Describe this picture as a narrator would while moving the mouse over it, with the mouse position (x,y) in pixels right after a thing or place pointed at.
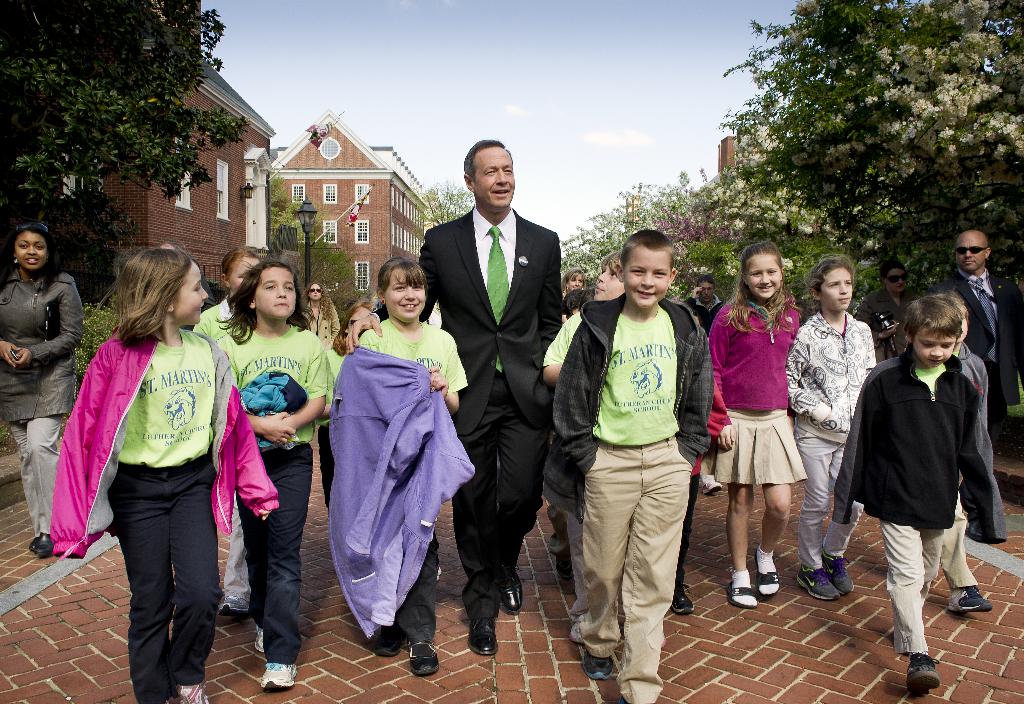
In this image I can see a group of people (456,286) are walking on the road (778,600). In the background (127,208) I can see plants (323,250), trees (330,262), buildings (367,257), light poles (310,249), windows (406,238) and the sky (461,166). This image is taken may be during a day.
